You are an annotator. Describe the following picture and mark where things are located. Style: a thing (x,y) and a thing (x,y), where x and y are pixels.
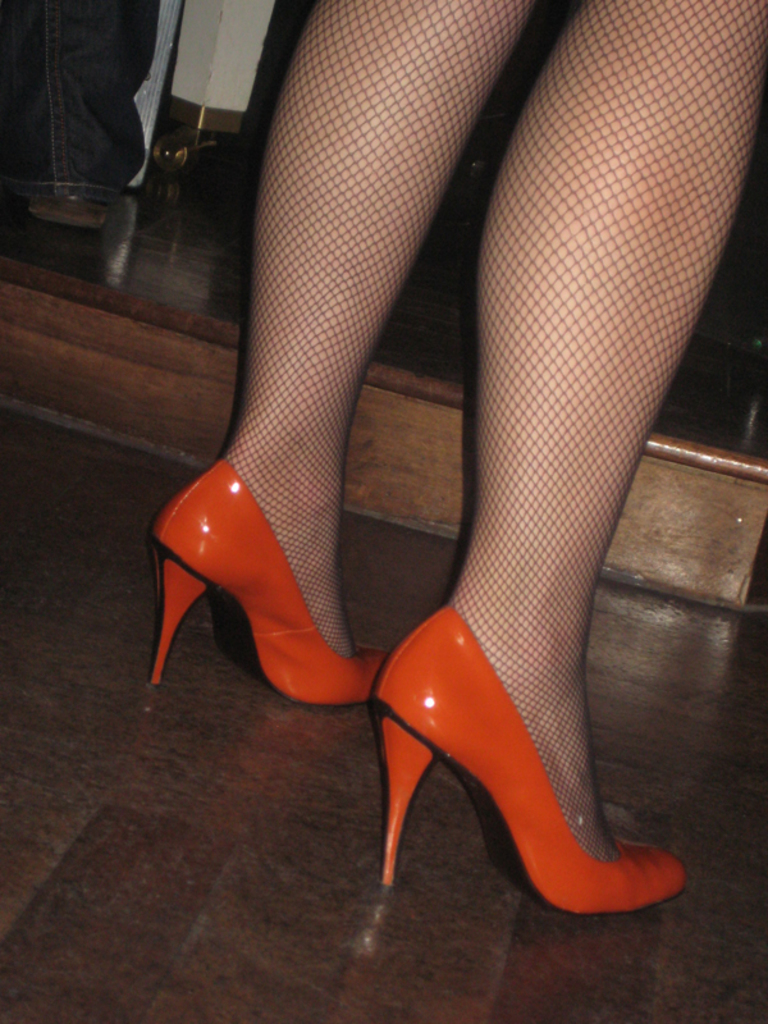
In this image we can see the person's legs (408,101) and that person (565,383) is wearing the heels (572,871). In the background (50,46) we can see the objects (208,106).
